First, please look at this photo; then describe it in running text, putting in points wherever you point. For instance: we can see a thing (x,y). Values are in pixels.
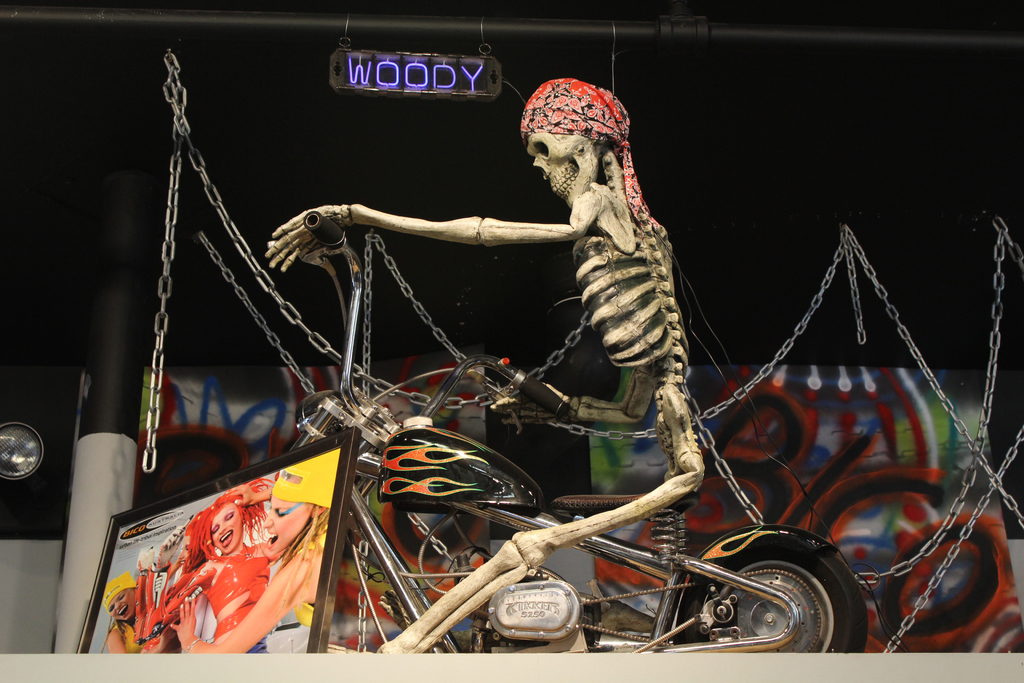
In this picture I can see a human skeleton (650,249) on a bike (674,545), there is a photo frame (194,587) on the left side (181,558). At the top (360,64) there is the name (385,68) with lights (385,68).
